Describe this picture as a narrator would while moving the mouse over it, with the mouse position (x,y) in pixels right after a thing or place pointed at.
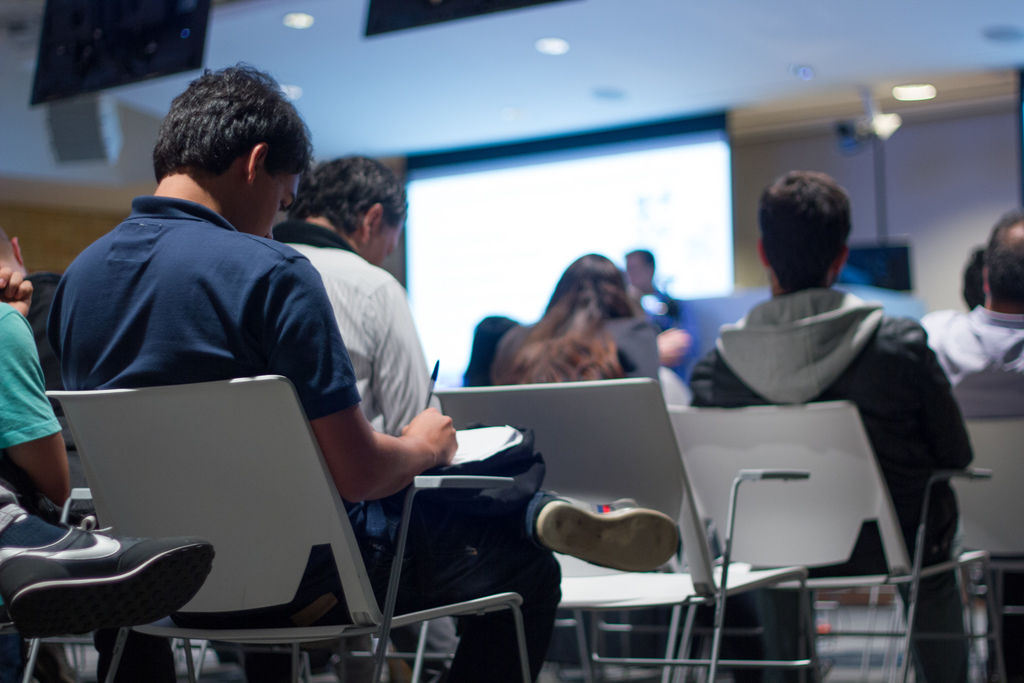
In this picture there are some people (318,384) sitting in the chairs (605,427) in the class room (558,433) and writing on the papers (465,449). In the background (529,237) there is a projector display screen (524,235) and a man (635,266) standing near it.
